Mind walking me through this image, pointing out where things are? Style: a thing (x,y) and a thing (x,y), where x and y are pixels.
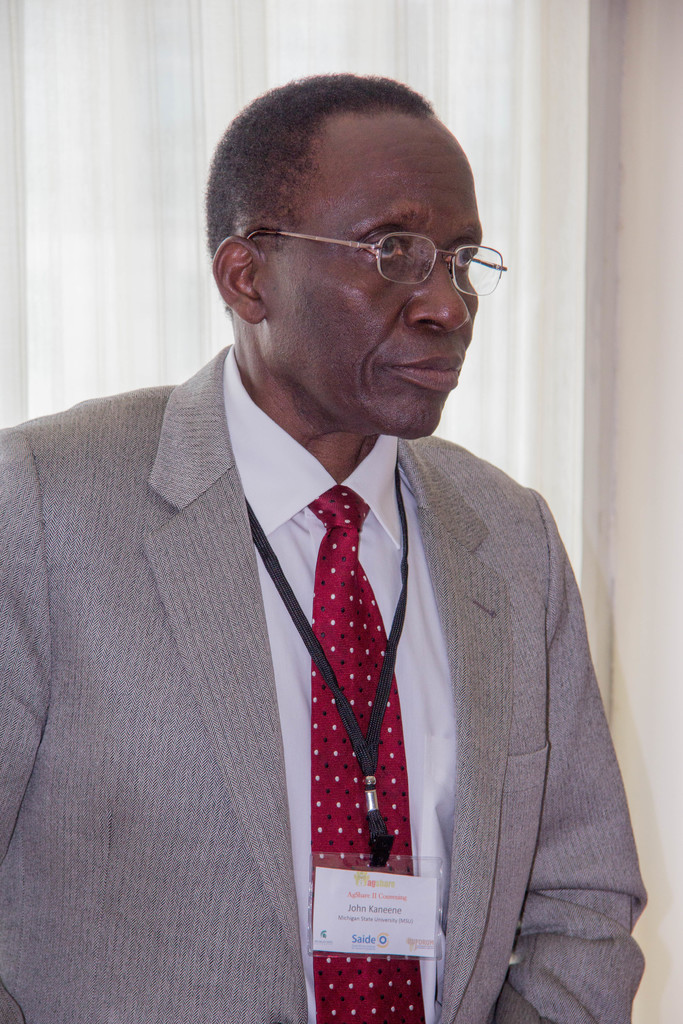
In this image there is a person (284,763) standing and at the background (577,409) there are curtains (211,91).
